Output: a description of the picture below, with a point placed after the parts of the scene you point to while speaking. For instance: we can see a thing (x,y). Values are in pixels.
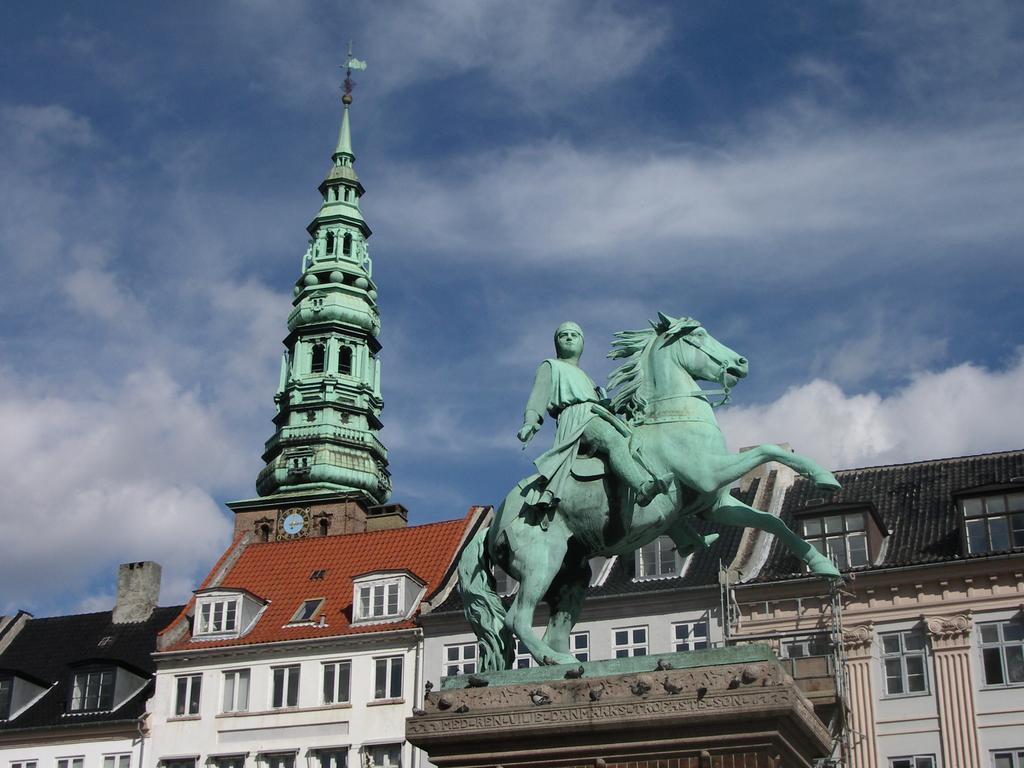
In front of the image there is a statue (503,508) of a person (602,439) on the horse (651,436), behind the statue (510,628) there are buildings (152,645) and a tower (310,386). At the top of the image (659,200) there are clouds (263,307) in the sky (374,255).
